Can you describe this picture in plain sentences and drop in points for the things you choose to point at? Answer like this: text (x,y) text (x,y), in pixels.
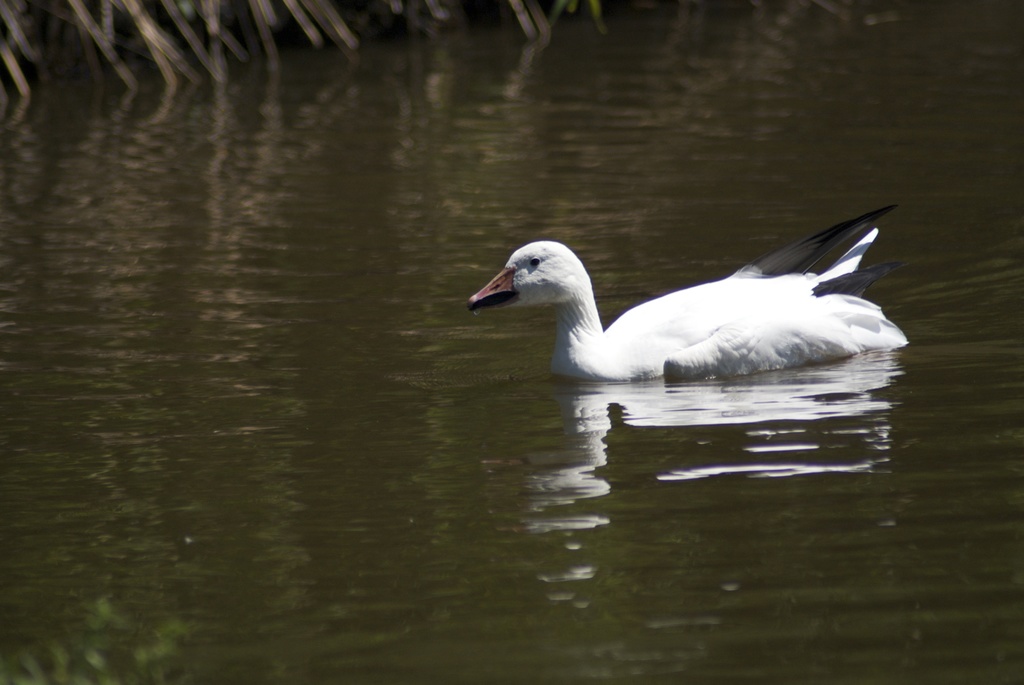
Here we can see water (696,444) and duck (743,328).
